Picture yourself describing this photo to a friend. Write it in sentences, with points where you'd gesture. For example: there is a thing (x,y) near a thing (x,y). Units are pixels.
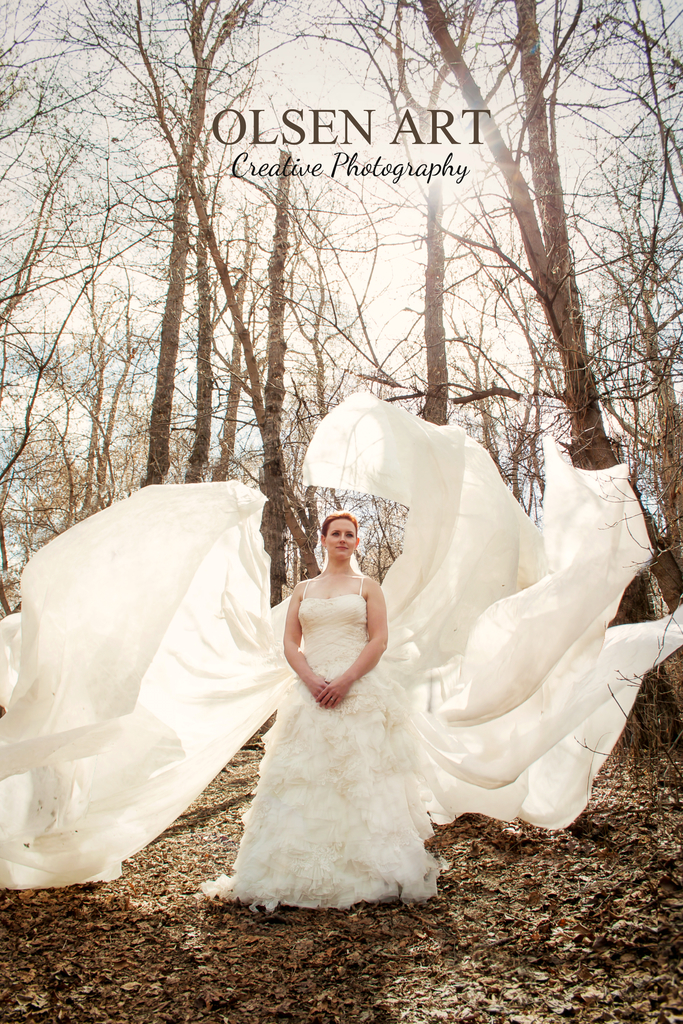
In this picture I can observe a woman (345,709) standing on land (261,958) in the middle of the picture (324,586). She is wearing white color dress (296,692). In the background (340,376) I can observe trees (230,77). In the top of the picture (367,174) I can observe watermark (298,110).
